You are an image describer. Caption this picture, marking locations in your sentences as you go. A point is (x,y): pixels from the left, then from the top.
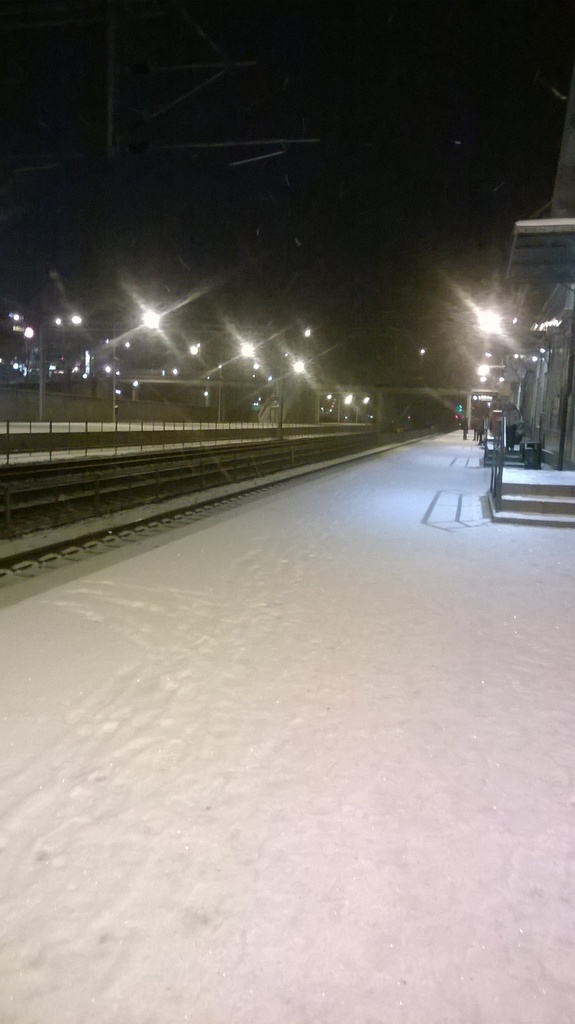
In this image we can see a railway track (180,455). There are many lights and a building (551,270) in the image. There is a footpath (323,734) in the image.
